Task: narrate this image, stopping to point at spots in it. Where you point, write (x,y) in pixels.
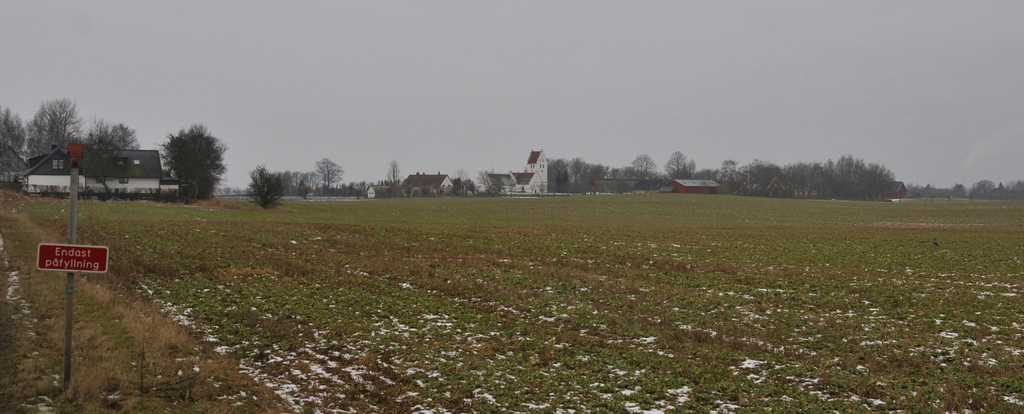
In this image there is a field (199,227), in the background (190,144) there are trees (328,180) and houses (712,182) and a cloudy sky (570,93).
